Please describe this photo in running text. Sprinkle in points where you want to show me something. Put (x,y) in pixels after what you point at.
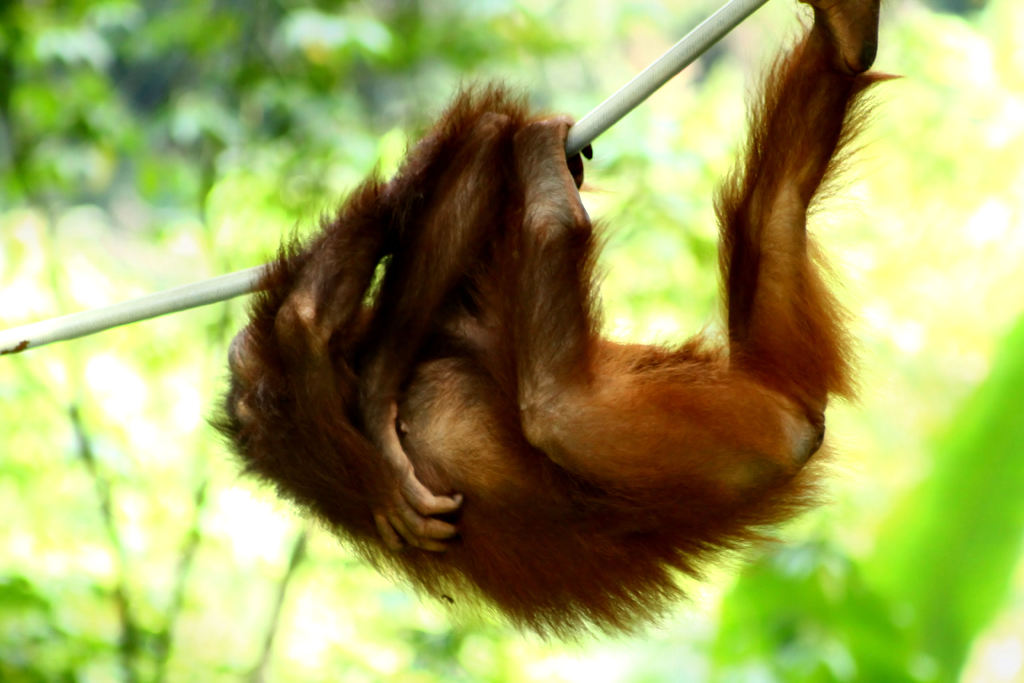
In this image we can see an orangutan (461,239) and an object (719,19). In the background of the image (2,519) there is a blur background (207,262).
